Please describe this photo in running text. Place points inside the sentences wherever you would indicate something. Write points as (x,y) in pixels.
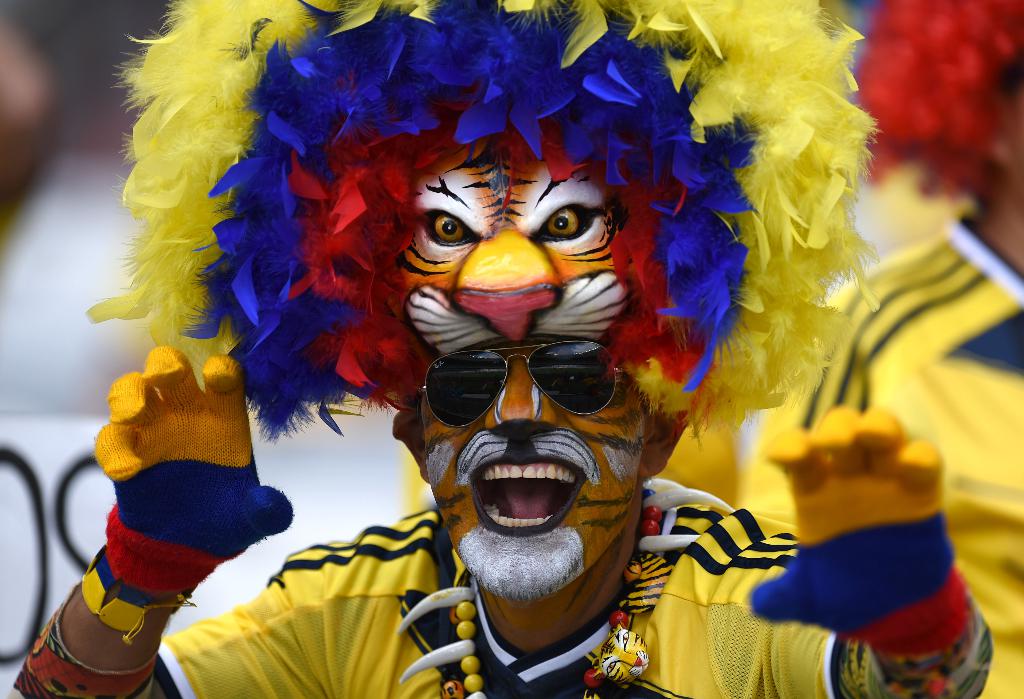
In this image we can see the person (561,541) wearing a costume (512,270) and at the back (106,227) it looks like a blur.
